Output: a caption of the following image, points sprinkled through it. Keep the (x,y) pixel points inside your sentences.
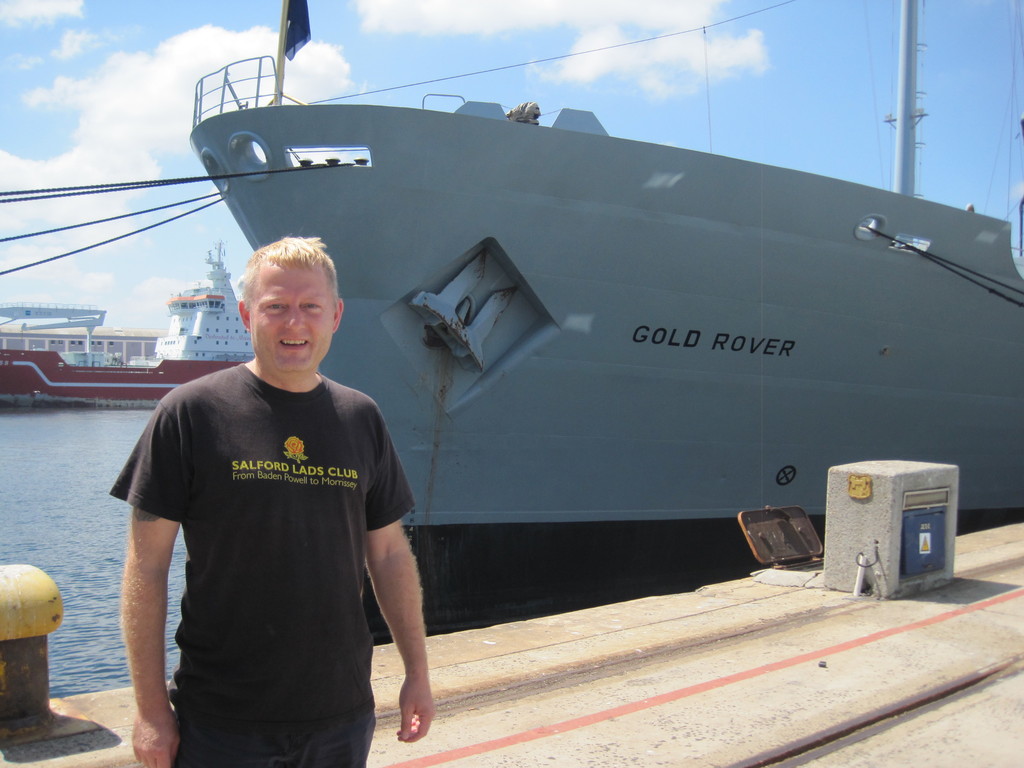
In this image we can see a person (319,408) standing on the ground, behind him we can see few ships (192,356) on the water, there are some buildings (139,341) and a flag (304,45), in the background (388,20) we can see the sky (193,25) with clouds (166,44).
